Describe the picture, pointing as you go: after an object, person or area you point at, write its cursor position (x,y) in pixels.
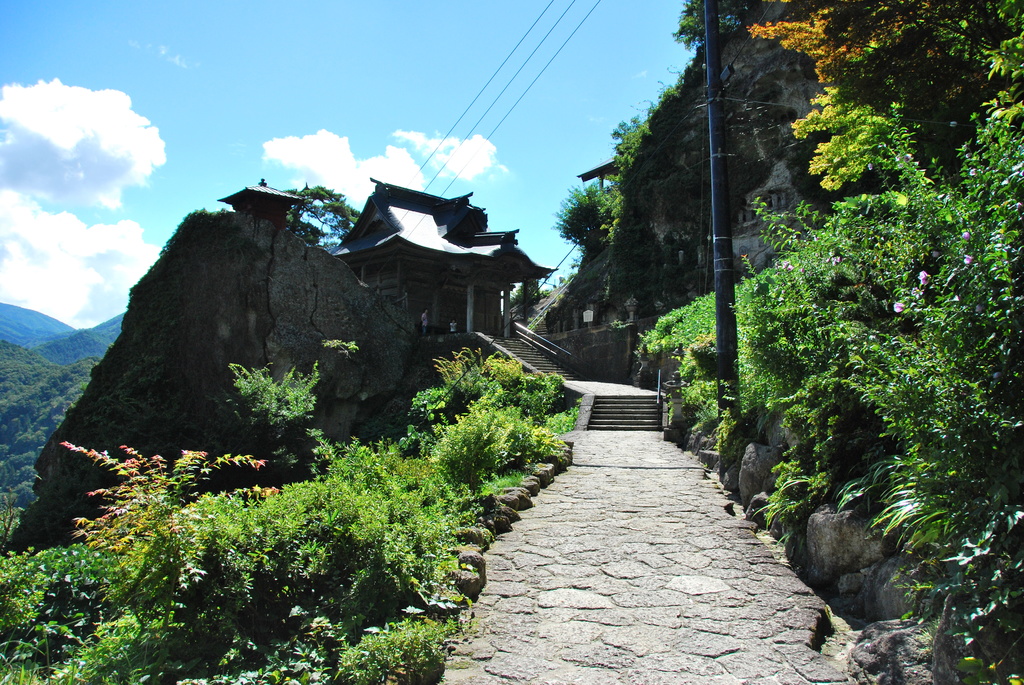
In this image there is a house (427,264). There are staircase (588,413). There is a pavement (575,571). There are plants (473,441). There is a pole (709,18). In the background of the image (257,147) there is sky (191,183). There are mountains (50,359), trees (46,374).
